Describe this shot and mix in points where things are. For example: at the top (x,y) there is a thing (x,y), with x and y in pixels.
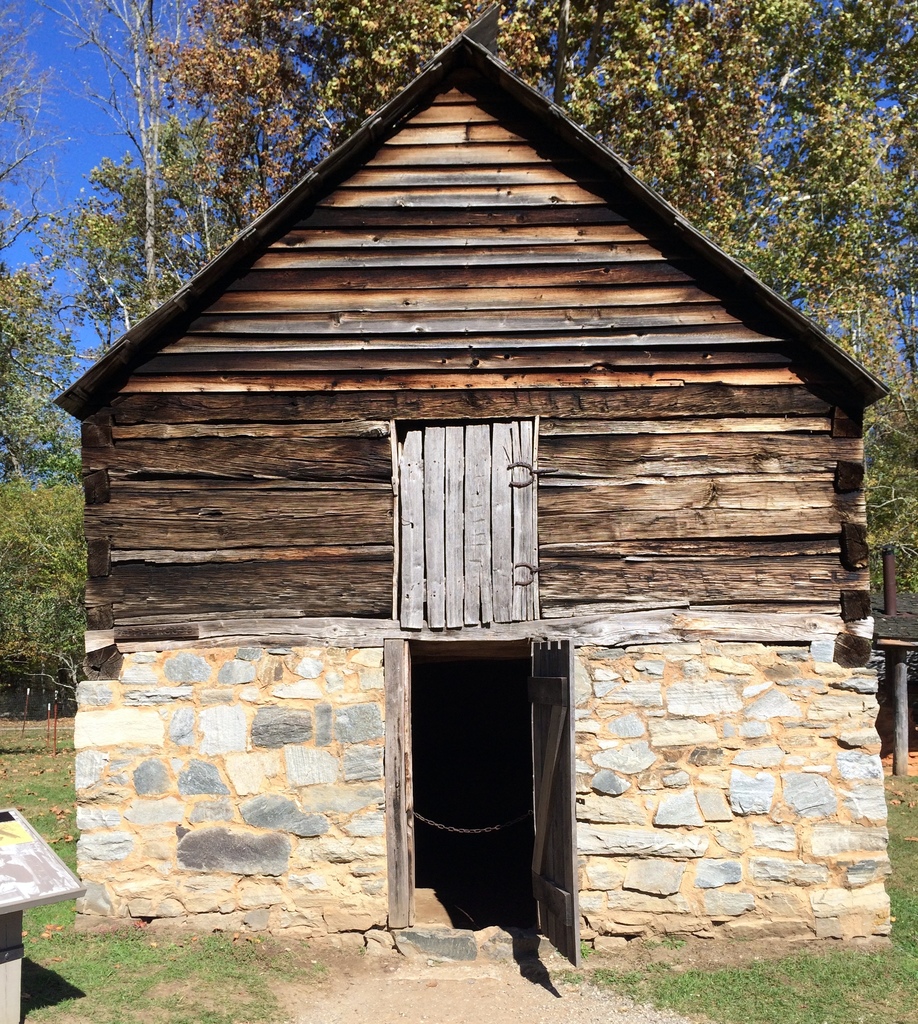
In this image we can see a house (422,923) with wooden roof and a stone wall (642,926) and we can see some trees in the background (5,334). We can also see the grass (830,961) on the ground (13,750) and the sky (91,122).
